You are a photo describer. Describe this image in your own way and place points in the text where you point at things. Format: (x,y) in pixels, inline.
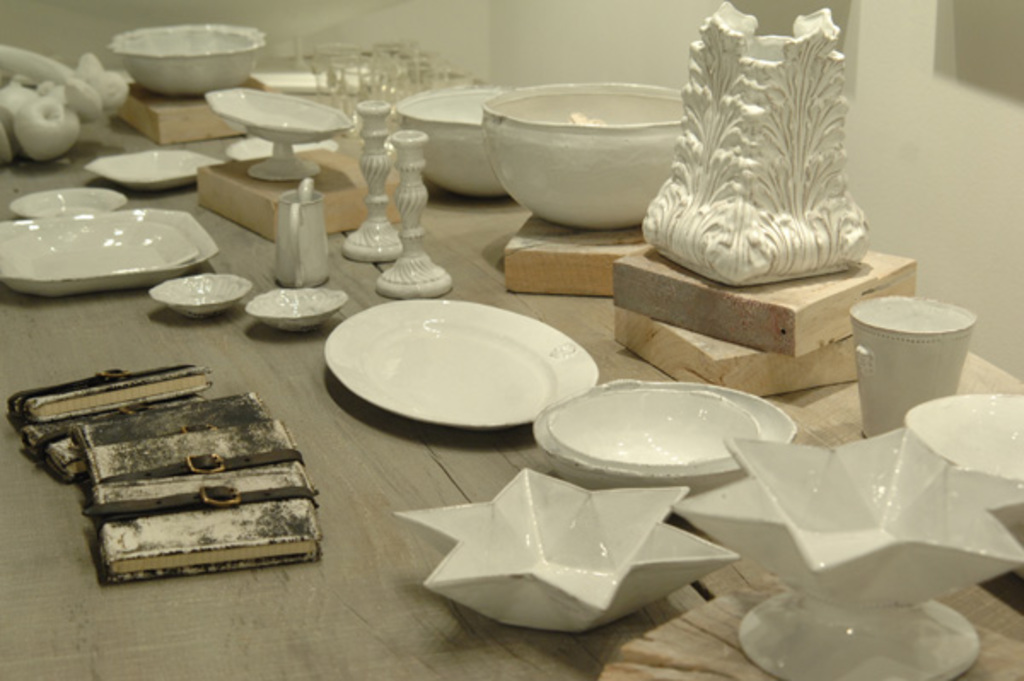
This Image consists of a table (421,299) and on that table (543,304) there are plates (513,363), bowls (542,174), books (173,391), wooden boxes (750,352), glasses (367,66). Most of them are in white color and they are ceramic one.
